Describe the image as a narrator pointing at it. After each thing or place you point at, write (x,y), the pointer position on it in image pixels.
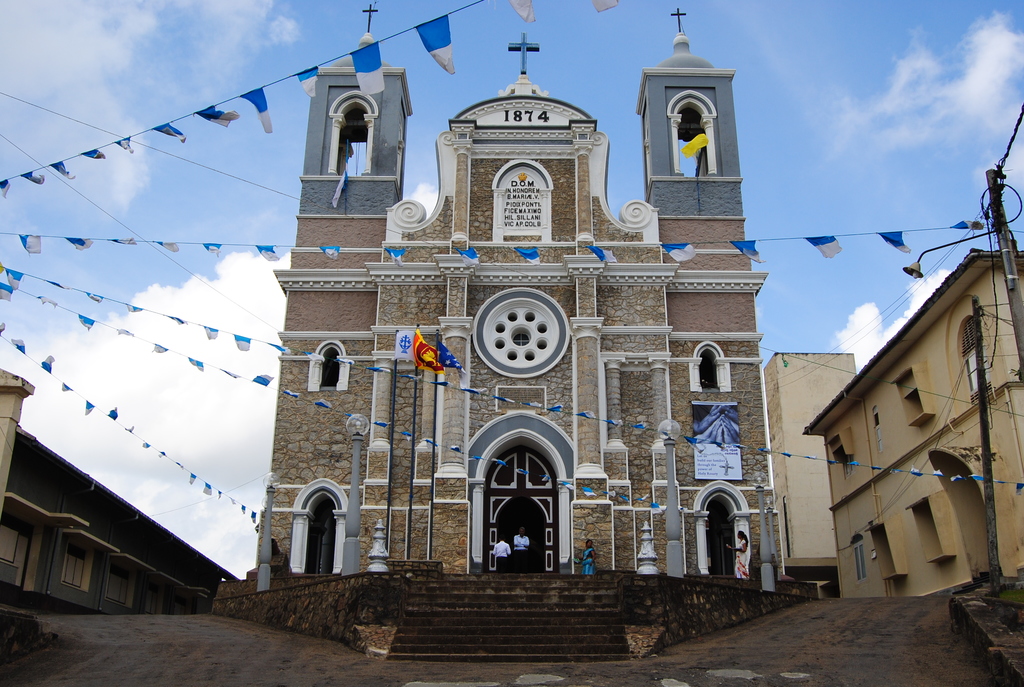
In this image, at the middle (625,360) there is a church building (472,479), there are some stairs (558,601) in front the building (553,263), at the right (841,545) and left side (45,550) there are some homes (949,534), at the top (873,153) there is a sky (857,114) which is in blue color and there are some clouds (117,47) in white color.
